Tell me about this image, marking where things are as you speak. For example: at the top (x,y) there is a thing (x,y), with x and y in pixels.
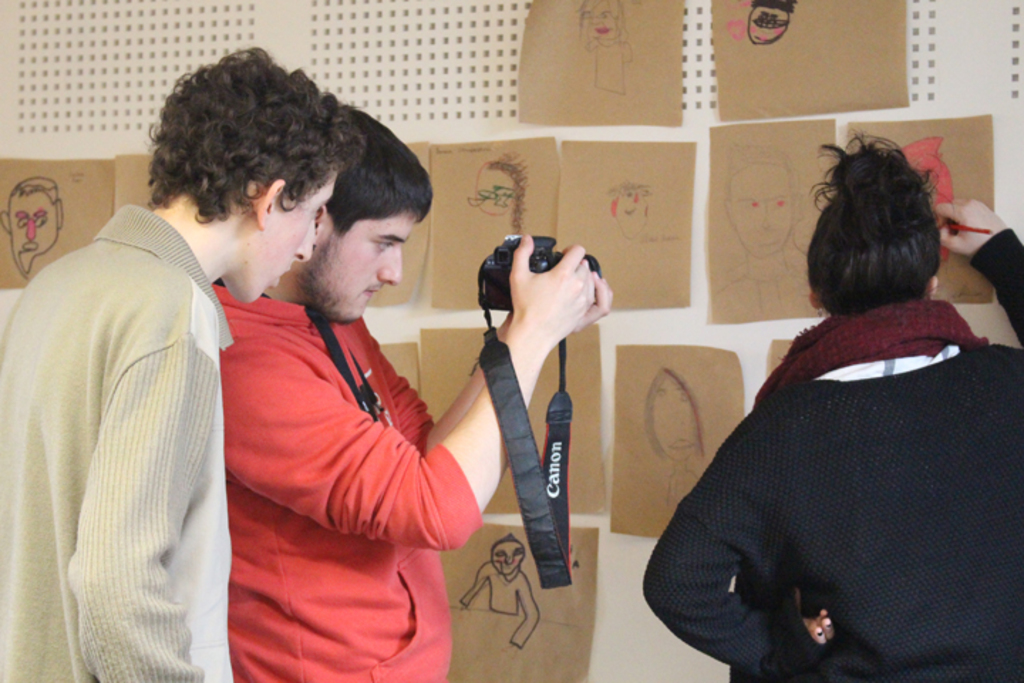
In this image there is a woman (832,360) on the right side (881,389) who is painting on the paper (957,151) which is sticked to the wall (960,62). On the left side (316,349) there is a man (336,482) who is taking the pictures with the camera (501,273). Beside him there is another man (136,436). In the background (448,69) there is a wall (479,98) to which there are so many drawings (503,613).
